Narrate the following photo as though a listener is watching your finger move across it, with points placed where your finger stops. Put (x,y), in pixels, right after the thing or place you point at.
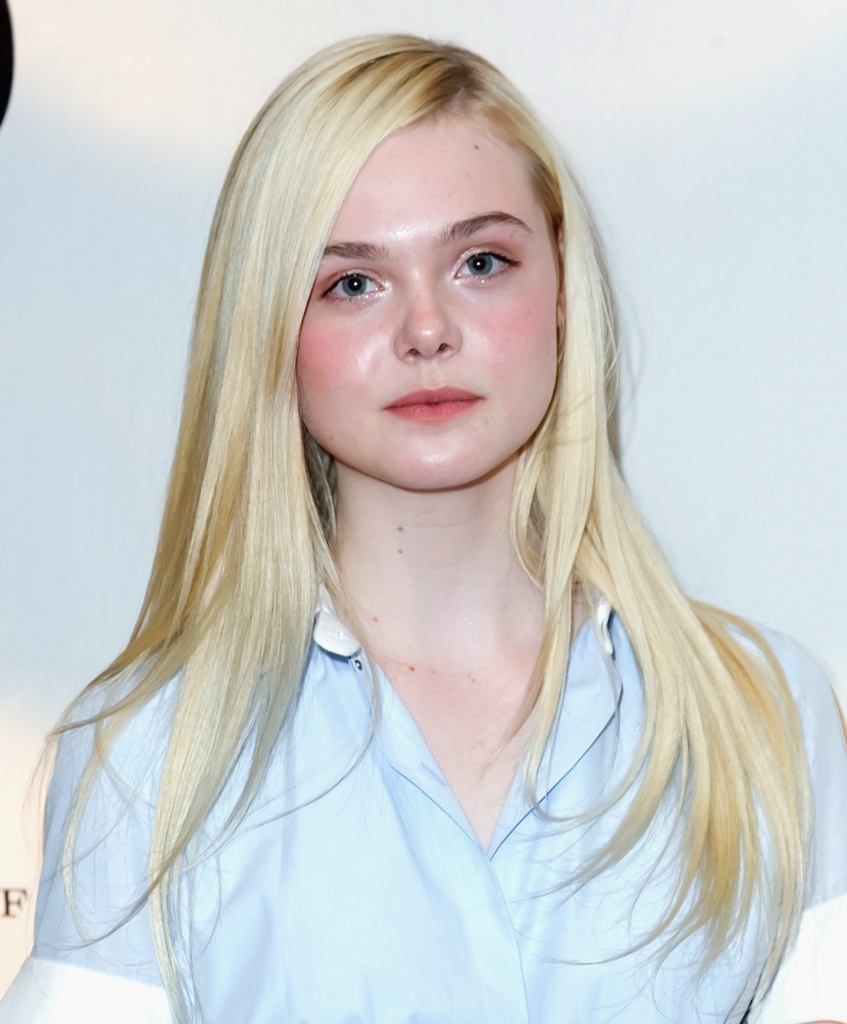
In this picture there is a girl (285,563) who is standing in the center of the image (429,494).
